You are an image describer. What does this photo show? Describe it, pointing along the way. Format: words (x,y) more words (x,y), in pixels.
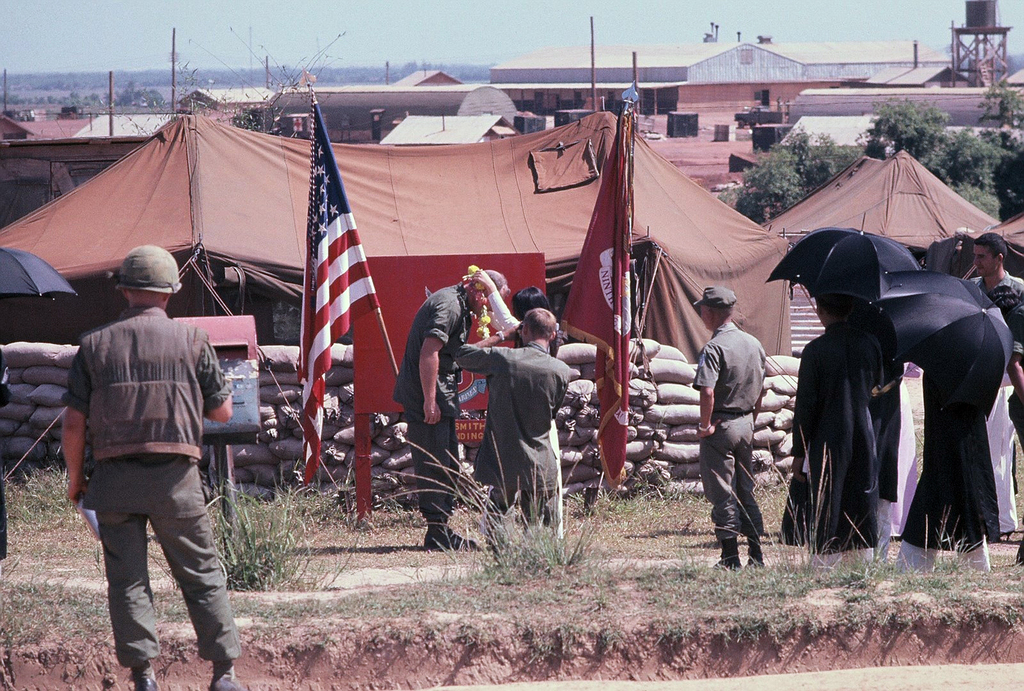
In the image we can see there are people (434,386) standing, wearing clothes (120,552) and some of them are wearing shoes (223,671) and hats (147,251). Here we can see the flag (339,242) of the country, where we can see grass (661,592), tent (209,231), poles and building (844,109). Here we can see some people (868,332) holding umbrellas (961,353). Here we can see trees (951,159) and the sky (228,17).
